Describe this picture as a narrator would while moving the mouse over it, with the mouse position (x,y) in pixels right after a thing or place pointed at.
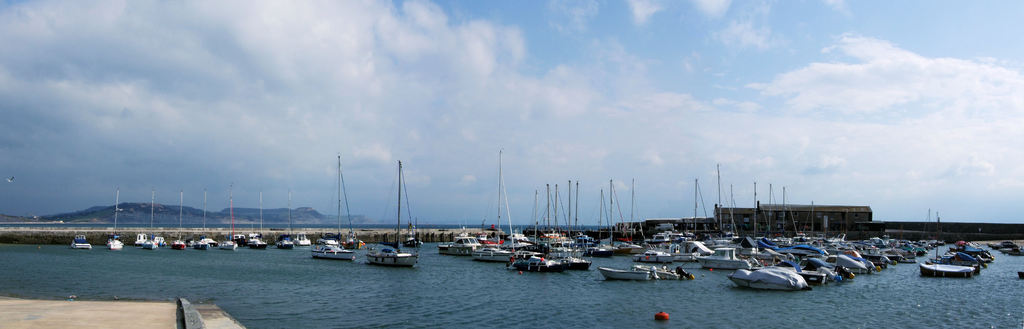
In this image there is the sky (328,104) towards the top of the image (410,96), there are clouds (648,104) in the sky (575,104), there are mountains (293,217) towards the left of the image (274,217), there is a building (794,209), there is a wall (960,228) towards the right of the image (946,228), there is ground (100,311) towards the bottom of the image (89,319), there is water (476,308) towards the bottom of the image (913,311), there are boats (618,276), there is an object (656,315) in the water (674,311).
